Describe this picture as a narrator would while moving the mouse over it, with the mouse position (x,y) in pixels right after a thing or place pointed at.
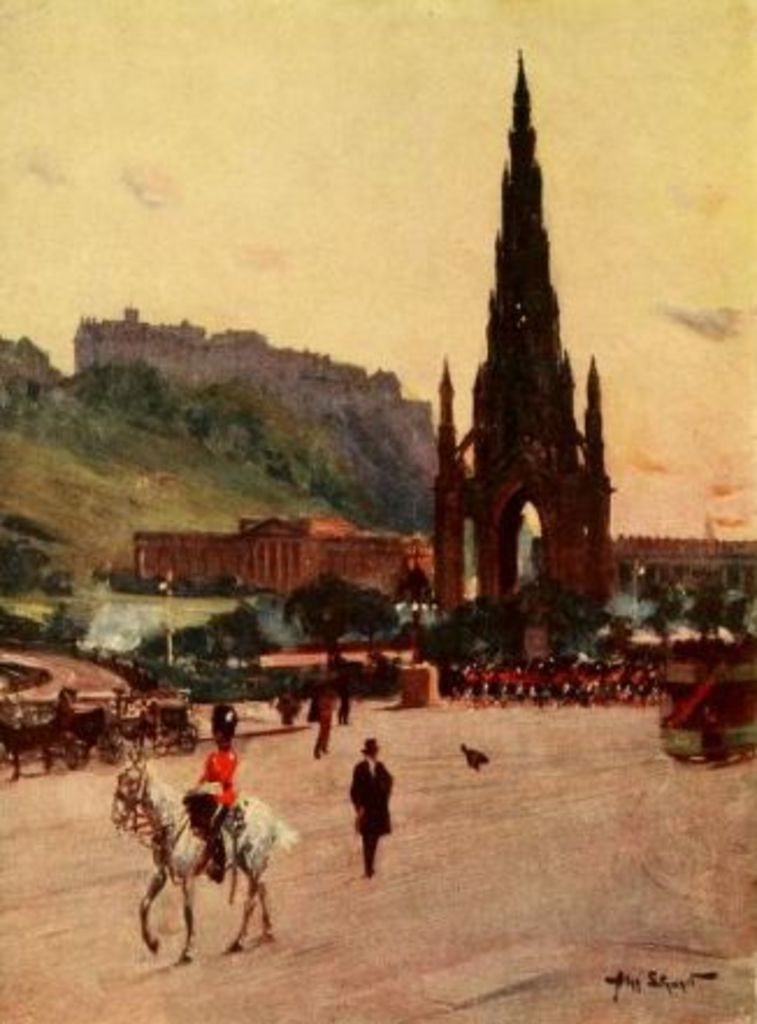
In this image we can see a painting (248,461). In painting (303,383) we can see a hill (318,397), a sky (253,258), a fort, few horses (49,742) and carts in the image. A person (211,765) is riding a horse (153,836) and a person (367,806) is walking in the painting (711,701). There are many objects (705,704) in the painting (706,746). There are many trees (228,591) in the painting (85,731).
